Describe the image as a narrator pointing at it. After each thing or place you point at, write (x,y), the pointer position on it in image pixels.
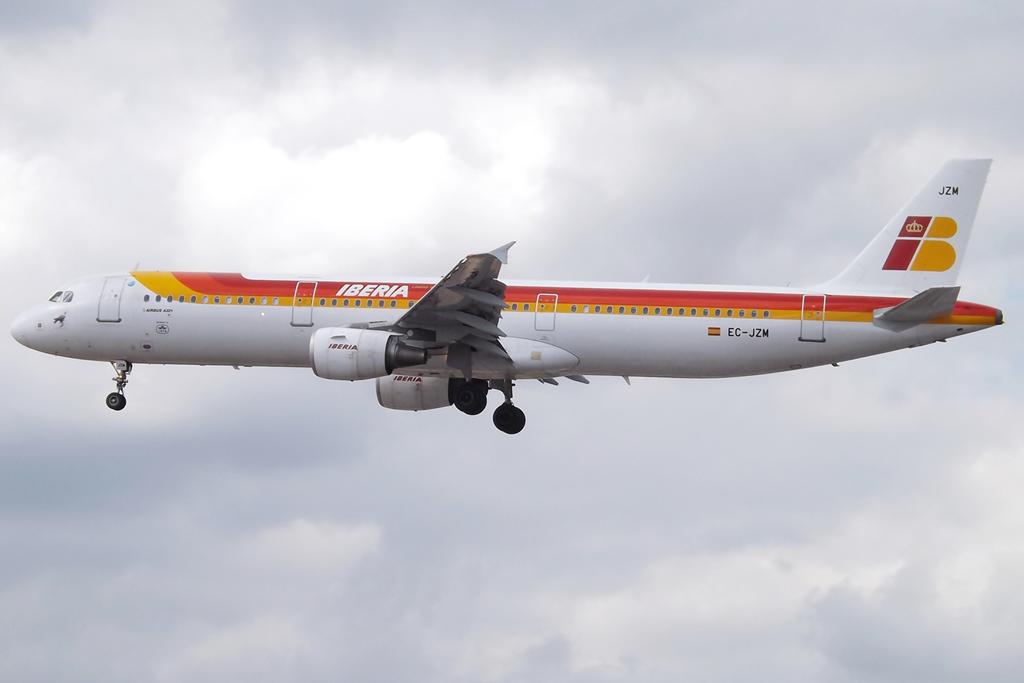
In the picture we can see a plane (309,342) flying in the air, which is white in color with some red, orange lines (348,305) on it and named IBERIA on it and in the background (768,127) we can see a sky (591,153) with clouds (846,656).
